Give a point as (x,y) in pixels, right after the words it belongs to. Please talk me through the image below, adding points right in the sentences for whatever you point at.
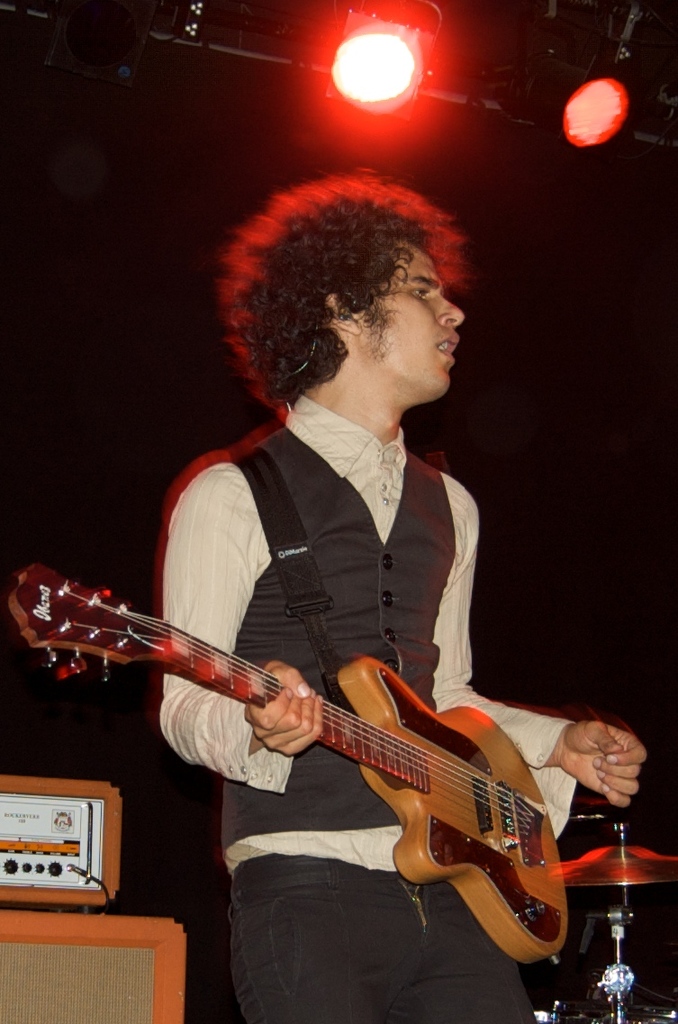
On the background of the picture (276,184) it's very dark. this is a light (353,100). here we can see one man (251,886) standing and he is holding a guitar (450,781) in his hands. This is a device (96,895). This is a cymbal (621,879). These are drums (590,1013).
